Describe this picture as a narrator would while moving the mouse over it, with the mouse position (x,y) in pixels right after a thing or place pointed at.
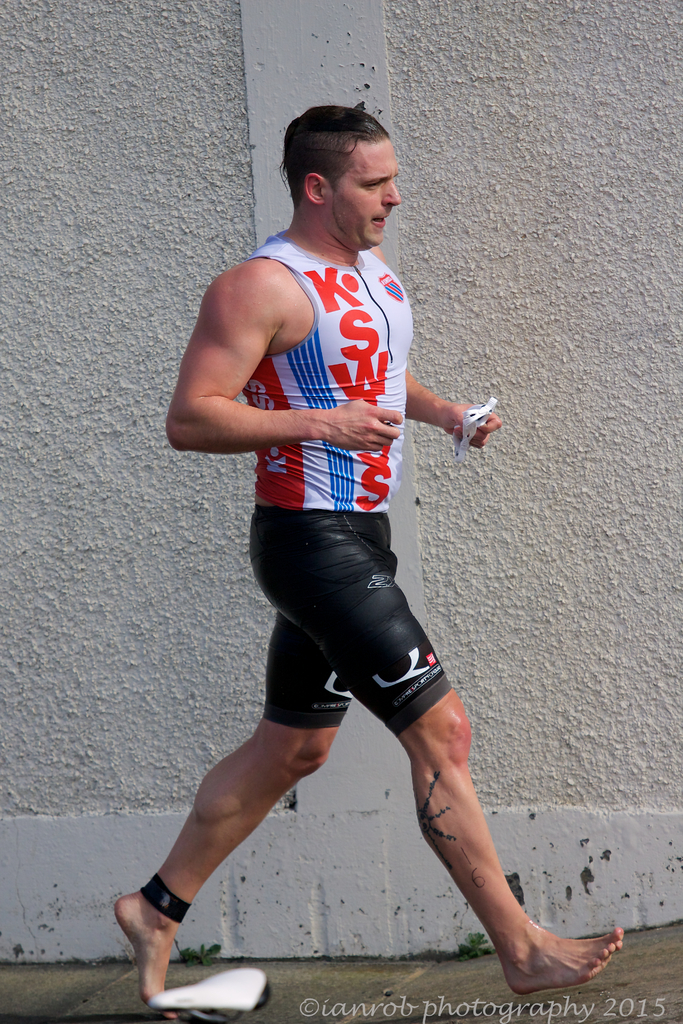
In the center of the image (371,486), we can see a man (346,424) running and holding an object (469,417) and in the background (424,142), there is a wall (557,316). At the bottom (222,997), there is a seat (223,983) of a vehicle (214,986) and there is some text (476,1003) and a road (646,955).
